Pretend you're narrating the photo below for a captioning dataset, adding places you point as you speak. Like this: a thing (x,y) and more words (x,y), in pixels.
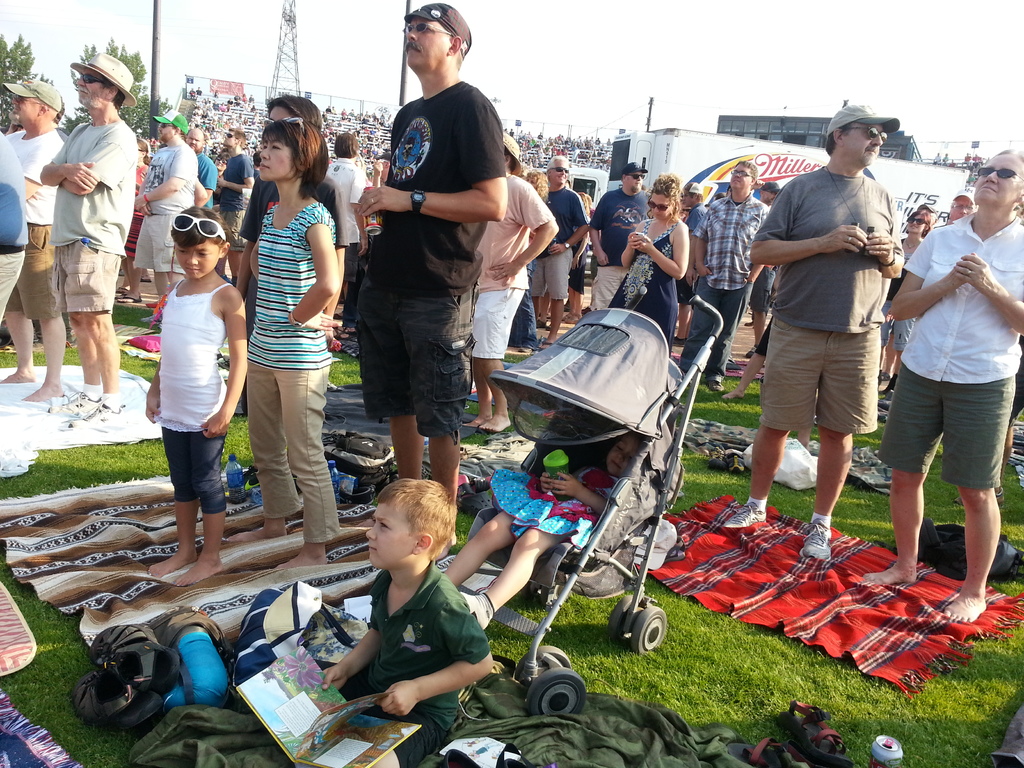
In this picture, we can see a few people (319,255) standing, a child (441,527) is sitting and another child (483,609) in the baby trolley (589,349), we can see the ground (843,690) with grass (720,716) and some objects (812,707) like mats (625,704), bags (185,643), tin (897,764), and we can see some poles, containers (806,156), building (815,127) with windows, towers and the sky (827,43).
